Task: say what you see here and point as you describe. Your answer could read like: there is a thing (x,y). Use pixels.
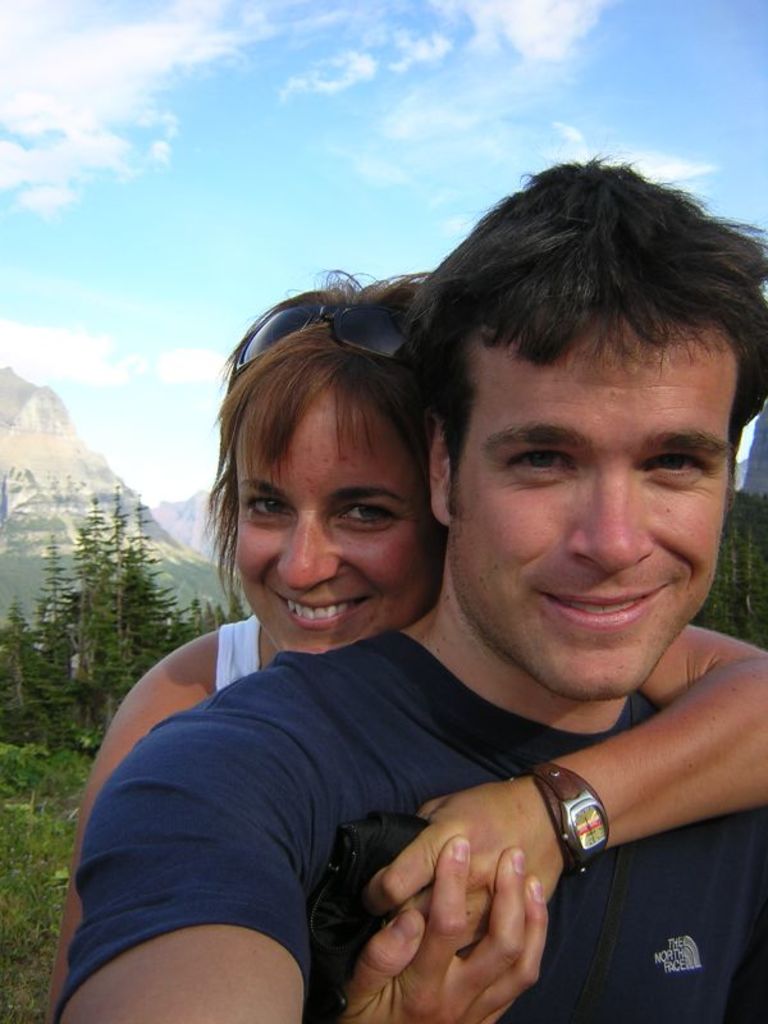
In this picture there is a boy (297,809) and a girl (370,357) in the center of the image (301,517) and there is greenery (82,622) in the background area of the image (97,625).
